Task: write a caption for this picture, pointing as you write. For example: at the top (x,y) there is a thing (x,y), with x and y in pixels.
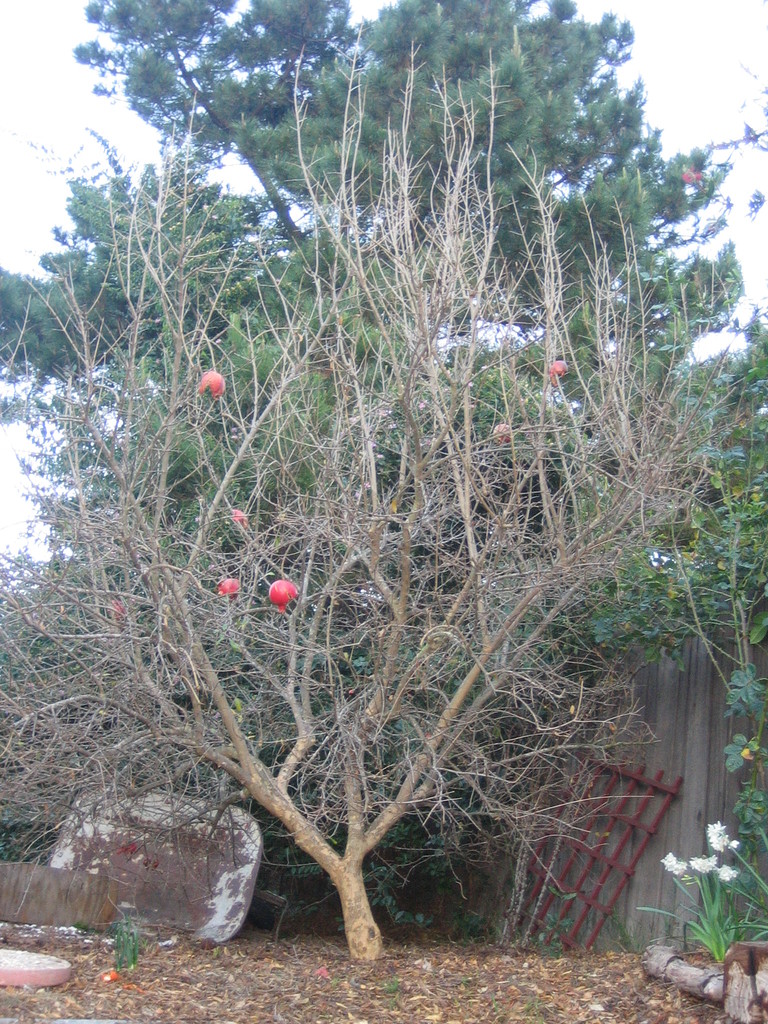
In this picture we can see flowers (711,845), plants (652,907) and some objects (99,806) on the ground (364,987). We can see fruits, trees (522,819) and the sky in the background (738,248).
